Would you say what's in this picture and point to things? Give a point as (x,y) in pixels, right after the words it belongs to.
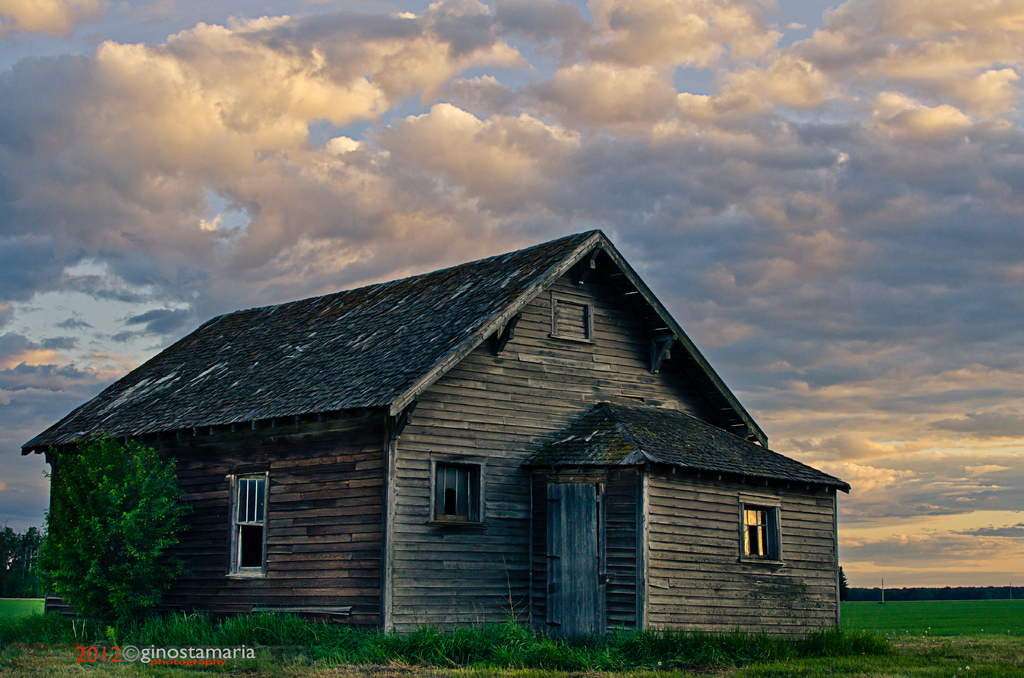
In the center of the image (415,409) there is a shed (699,549). On the left (161,487) there is a tree (126,526). In the background (129,316) there is sky (394,241). At the bottom (456,647) there is grass (620,656).
